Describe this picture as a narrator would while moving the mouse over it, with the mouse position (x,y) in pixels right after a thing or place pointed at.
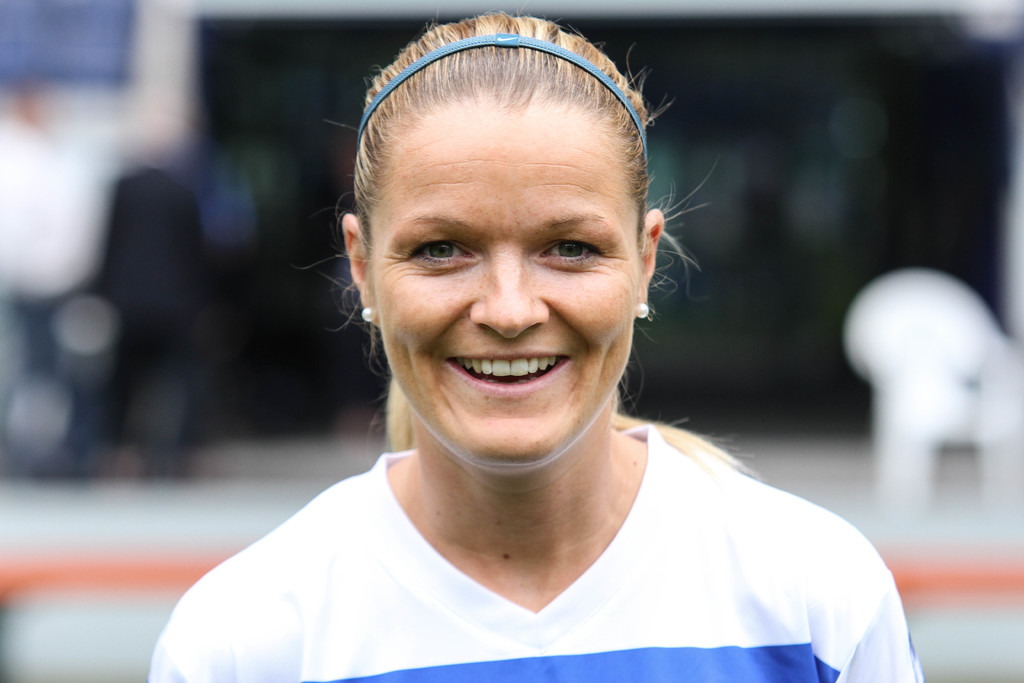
In this image I can see a woman (505,432) and I can see she is wearing white dress (559,617). I can also see smile (478,358) on her face (550,382) and I can see this image is blurry from background (791,149).
